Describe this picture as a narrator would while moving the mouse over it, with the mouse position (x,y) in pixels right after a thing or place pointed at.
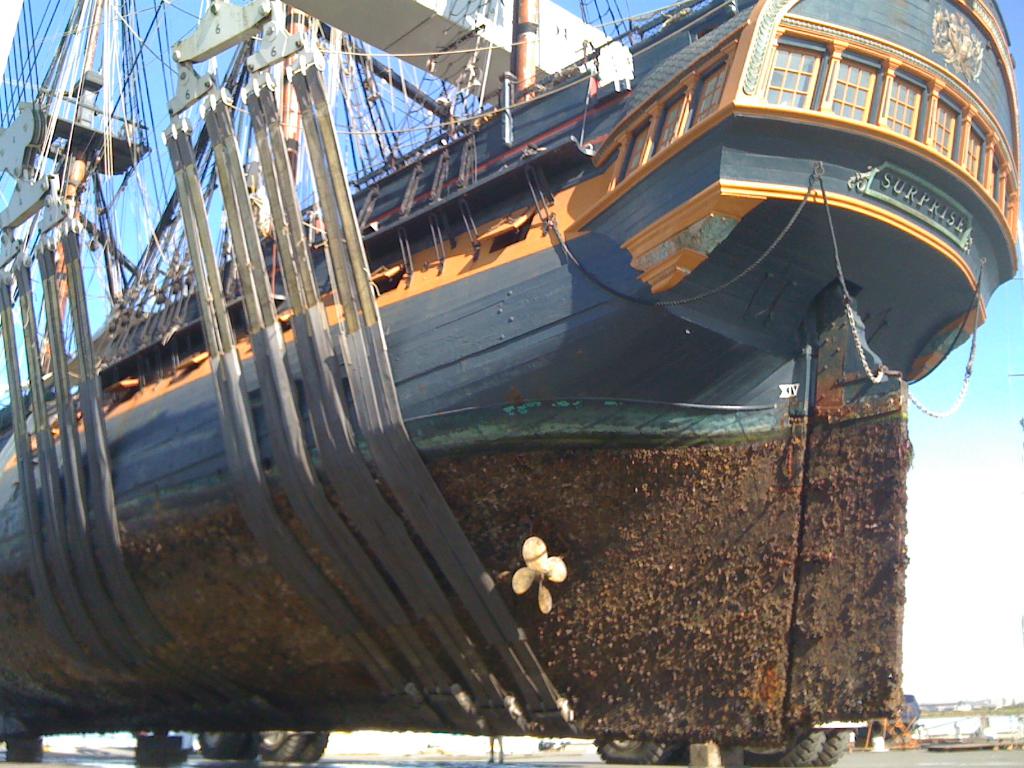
In this image I can see a ship (300,716) on the ground (360,754). On the top of it I can see some metal rods (59,226) and ropes (138,75). On the right side (993,634), there are some buildings (980,705) and the sky (973,398).
